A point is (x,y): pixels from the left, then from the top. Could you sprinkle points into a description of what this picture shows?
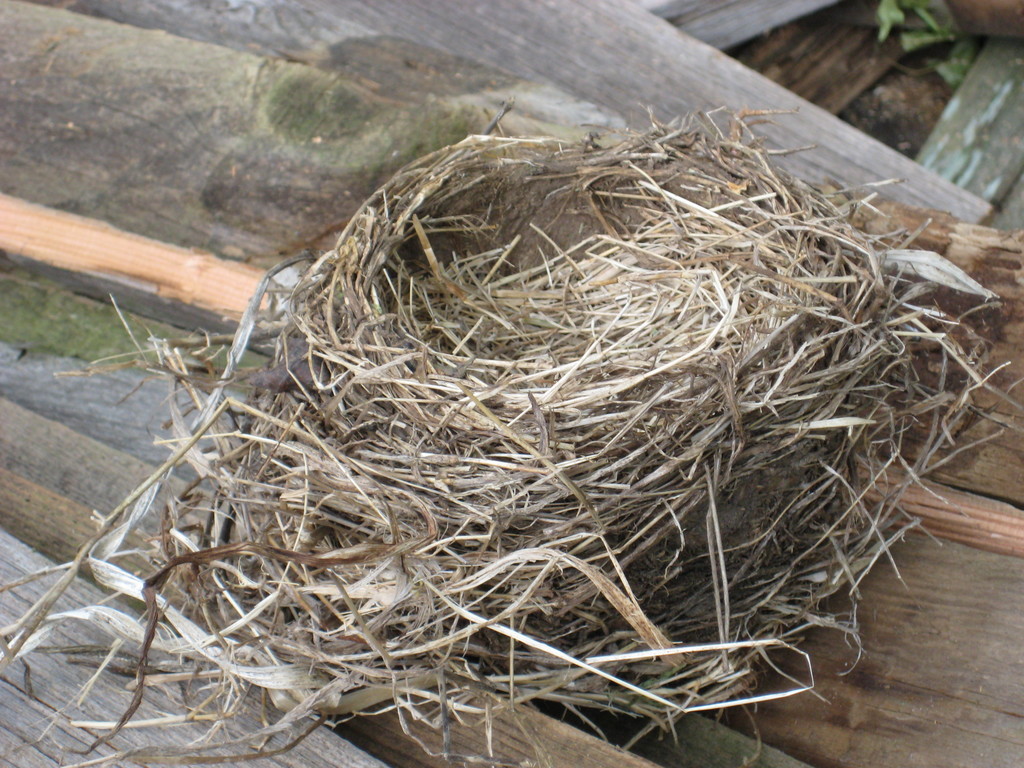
In the image we can see a nest (506,433) and there are wooden sheets (508,87).
